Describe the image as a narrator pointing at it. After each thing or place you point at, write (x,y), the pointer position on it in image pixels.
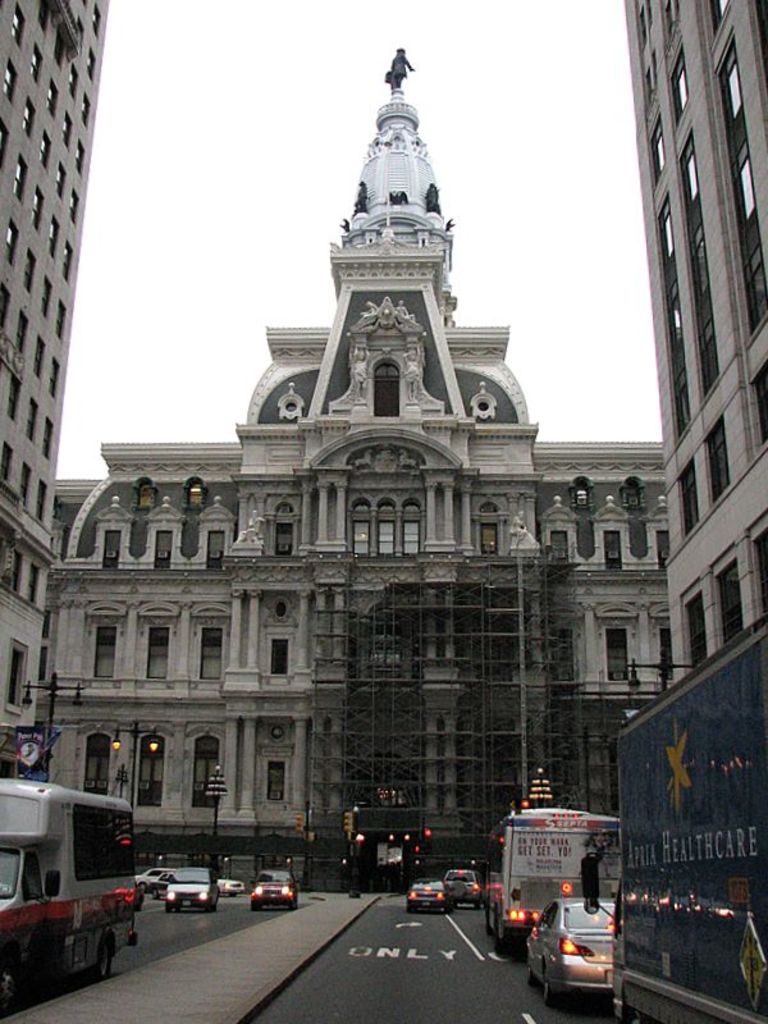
In this image there are buildings (400,782), light poles (50,758), vehicles (567,859), sky (255,263), statues (446,231), hoarding (26,750) and objects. Vehicles (223,886) are on the road (384,927).
